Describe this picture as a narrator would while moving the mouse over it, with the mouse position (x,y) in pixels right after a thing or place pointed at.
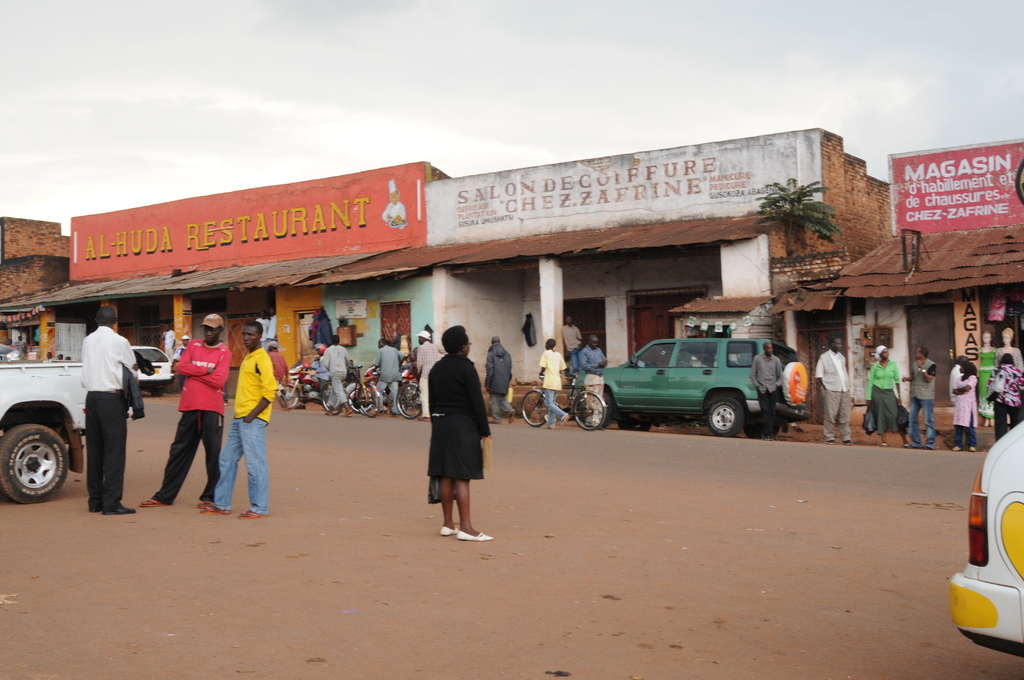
In this picture there are group of people (919,434) standing. At the back (960,412) there are group of people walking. At the back (291,347) there are buildings (635,263) and there is a text (278,211) on the buildings (917,196). On the right side of the image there is a tree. At the top (200,74) there is sky (321,89). At the bottom (864,515) there is a road (633,468) and there is mud (206,598).
